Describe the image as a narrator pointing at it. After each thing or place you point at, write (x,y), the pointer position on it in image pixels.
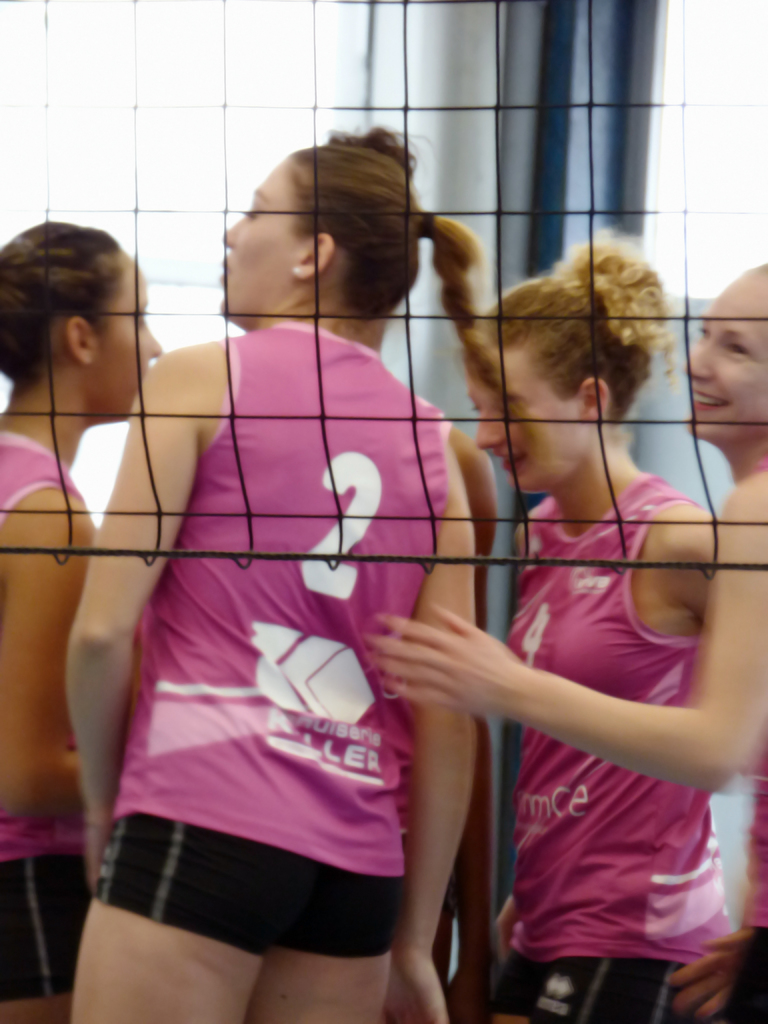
In this image we can see women (607,663) standing through a sports net (138,316).
